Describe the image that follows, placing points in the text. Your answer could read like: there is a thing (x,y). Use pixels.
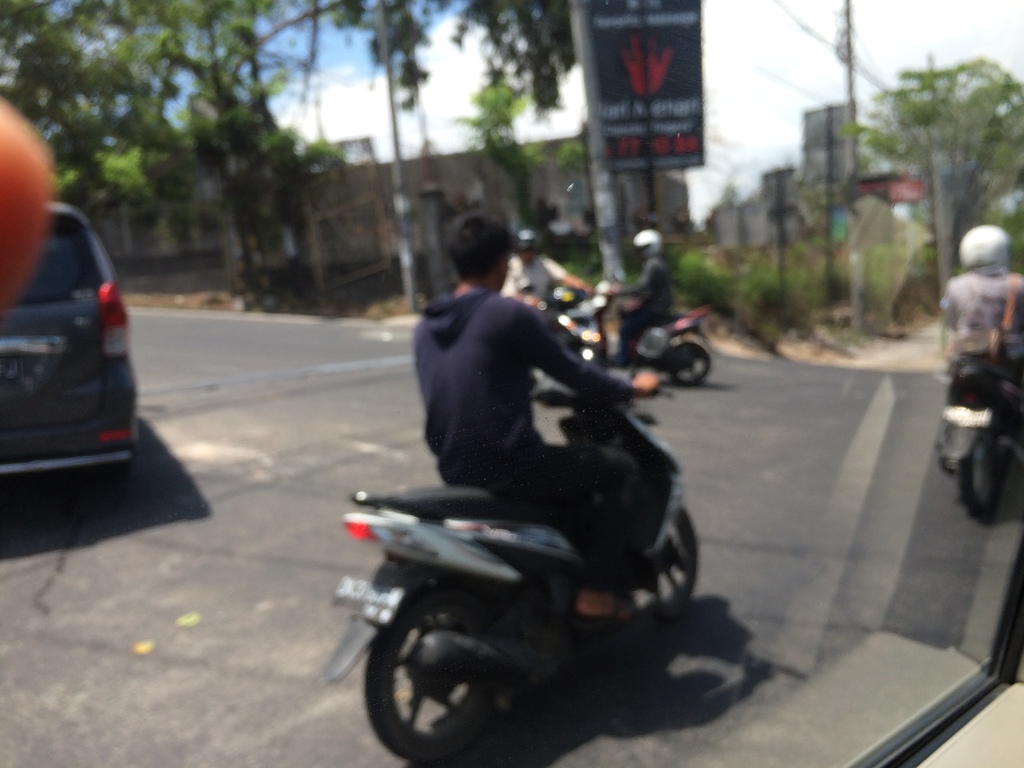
In this image, there is a glass (799,724) and through the glass (570,465), we can see vehicles (111,288) and people (639,306) on the road (326,325) and in the background (499,199), there are trees (908,150), poles (844,179), boards (809,144) and buildings (872,193).
